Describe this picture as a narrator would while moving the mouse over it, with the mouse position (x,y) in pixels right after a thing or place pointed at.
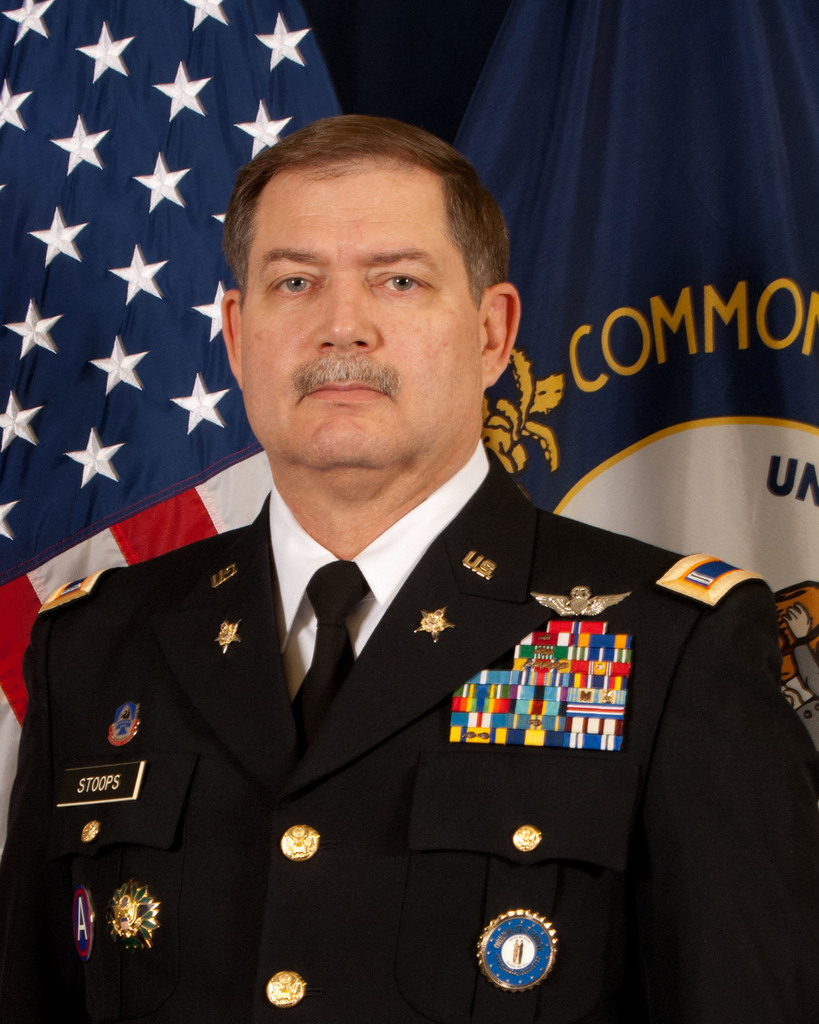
There is a person (295,595) in black color shirt (416,730), standing. In the background (222,108), there are two flags (752,320). And the background (425,35) is dark in color.
